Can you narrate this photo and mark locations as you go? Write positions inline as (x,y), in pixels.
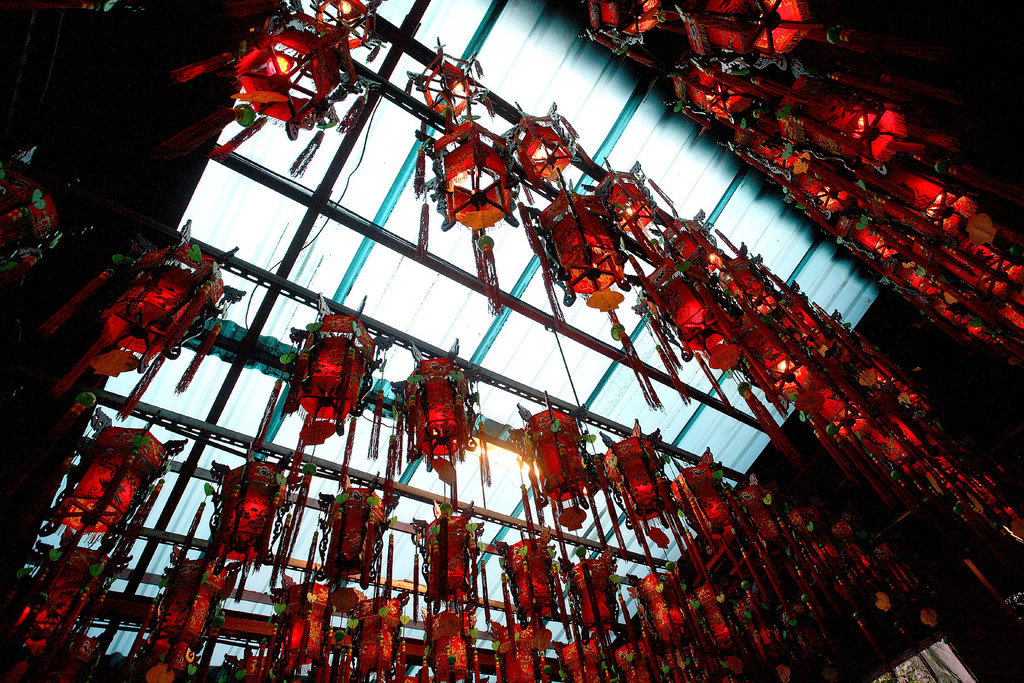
In this image we can see there are lights (434,429) in the ceiling (232,369).
